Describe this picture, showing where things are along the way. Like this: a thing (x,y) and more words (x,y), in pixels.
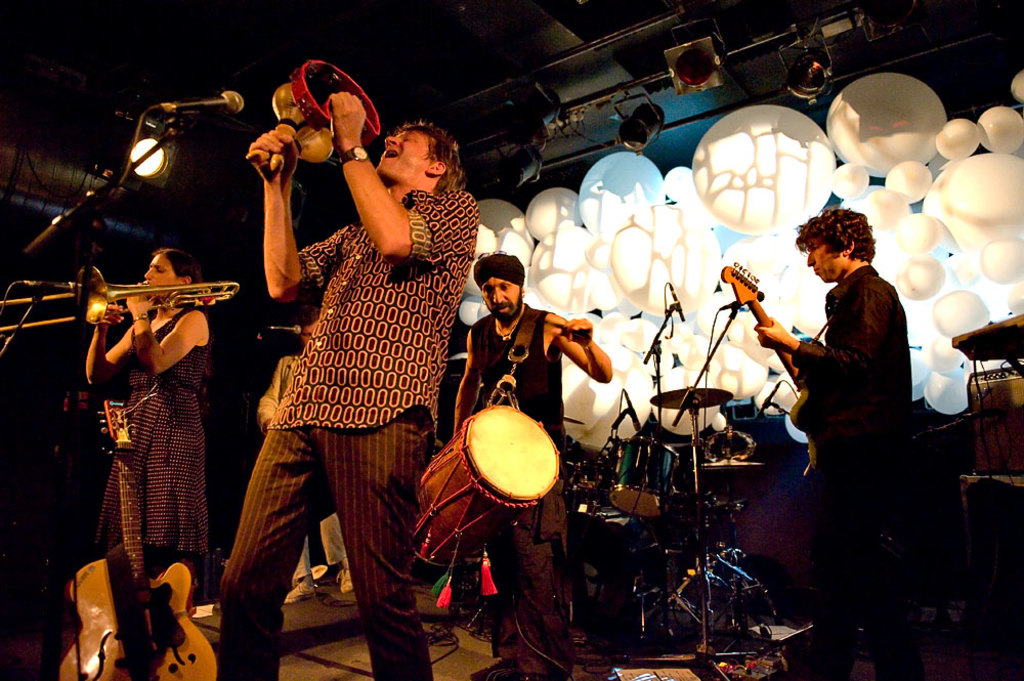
In this picture we can see a man (382,201) standing and singing, and in front (177,101) here is the microphone (167,109), and at beside a woman (176,254) is standing and playing music, and at back a man (491,329) is standing and playing drums (515,414), and here a man (783,335) is playing the guitar (792,404), and here are the musical drums (712,448).
